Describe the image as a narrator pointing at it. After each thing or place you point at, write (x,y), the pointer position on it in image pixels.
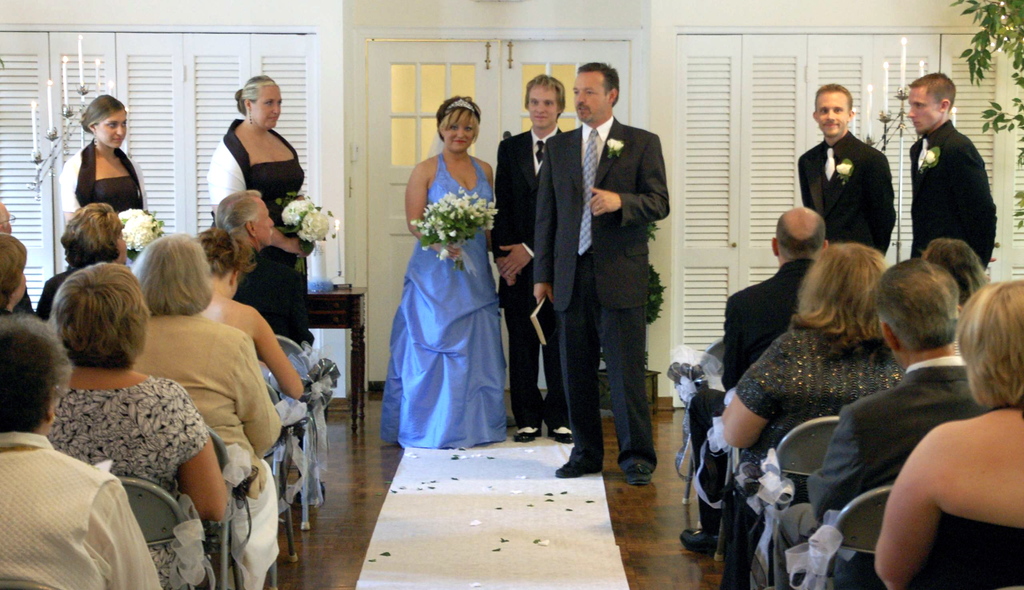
In this picture we can see a group of people (421,389) where some are sitting on chairs (230,488) and some are standing on the floor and holding flower bouquets (436,203) with their hands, white carpet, leaves (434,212) and in the background (371,289) we can see cupboards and doors (488,68).
